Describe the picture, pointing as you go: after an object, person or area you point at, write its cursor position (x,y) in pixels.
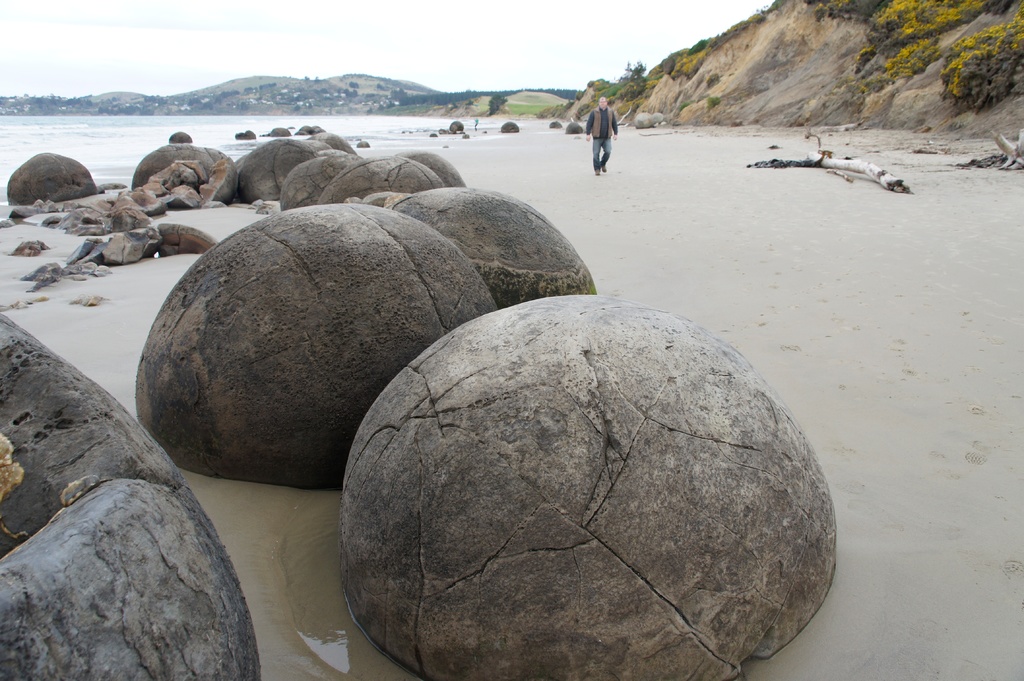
In this image I can see few huge rocks (585,472) which are black and brown in color, the ground (712,301), few wooden logs (865,165) and a person (604,103) standing. I can see the water (128,123) and few mountains (790,80). In the background (617,56) I can see the sky (385,53).
